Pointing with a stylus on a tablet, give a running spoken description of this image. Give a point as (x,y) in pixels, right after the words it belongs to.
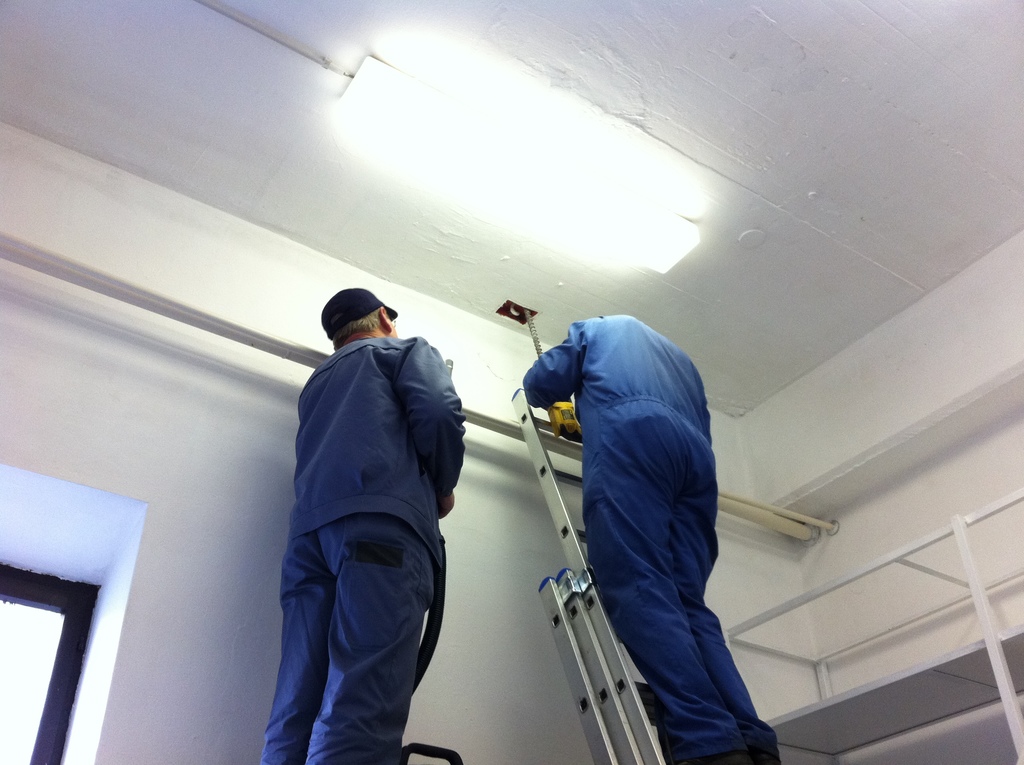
In this image, I can see a person (354,562) standing and another person (637,635) standing on a ladder (606,673). At the top of the image (658,246), I can see a light (536,201) attached to the ceiling (673,86). At the bottom left side of the image (70,719), It looks like a window (28,585). On the right side of the image (864,703), there is an object (953,685).
